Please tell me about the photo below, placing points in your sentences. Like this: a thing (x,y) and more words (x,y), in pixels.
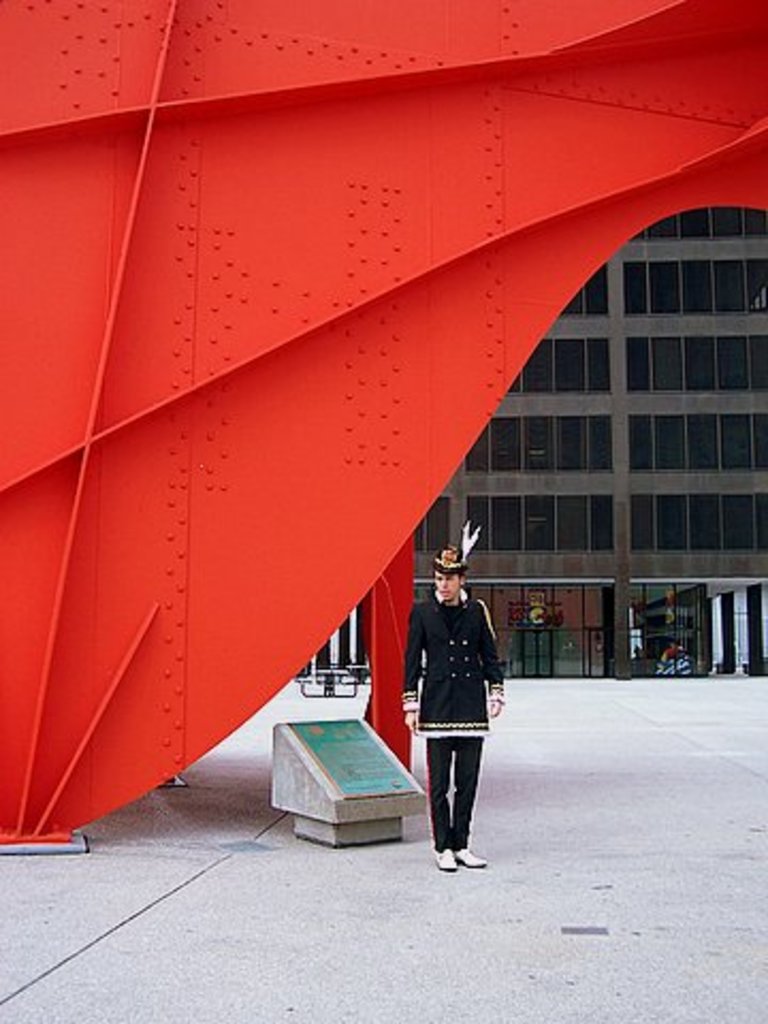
In this image we can see a person (470,754) standing beside a concrete stand (355,792) and a red color object (124,605) which looks like an iron wall (373,295) and in the background (641,576) there is a building (478,454).
